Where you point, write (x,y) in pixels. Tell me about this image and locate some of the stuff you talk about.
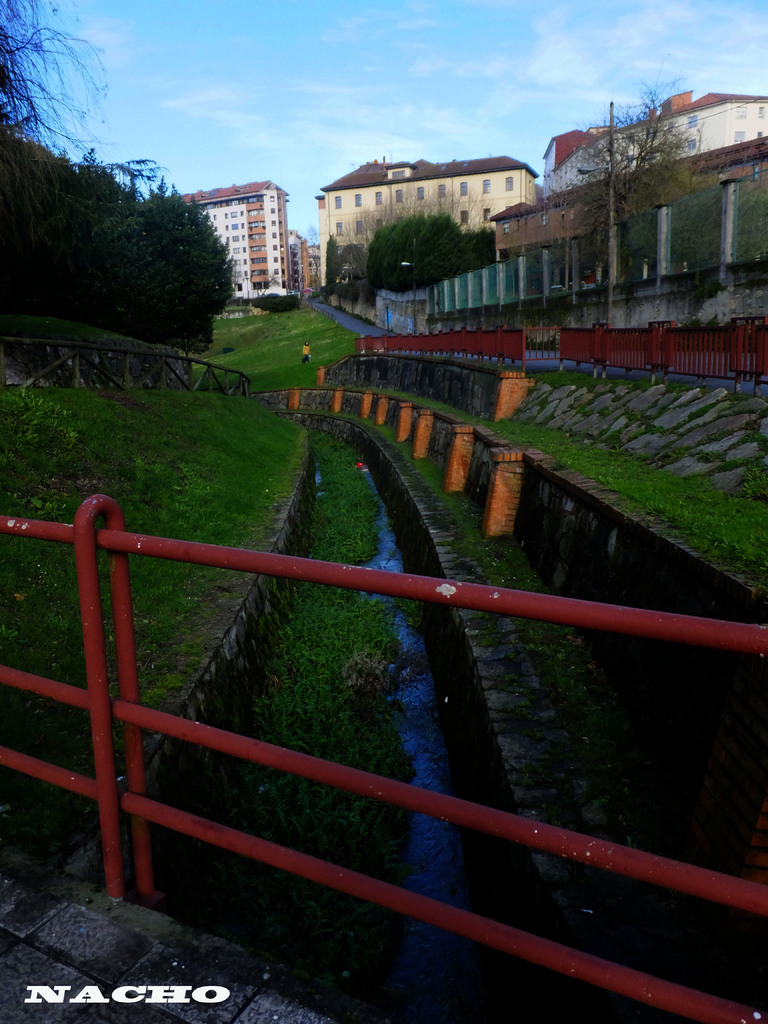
In this picture, it seems like a boundary (291,577) in the foreground (655,625), there are trees (196,240), grassland (311,320), buildings (433,178), water (460,1018) and the sky (308,117) in the background (338,183) and text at the bottom side (102,985).
